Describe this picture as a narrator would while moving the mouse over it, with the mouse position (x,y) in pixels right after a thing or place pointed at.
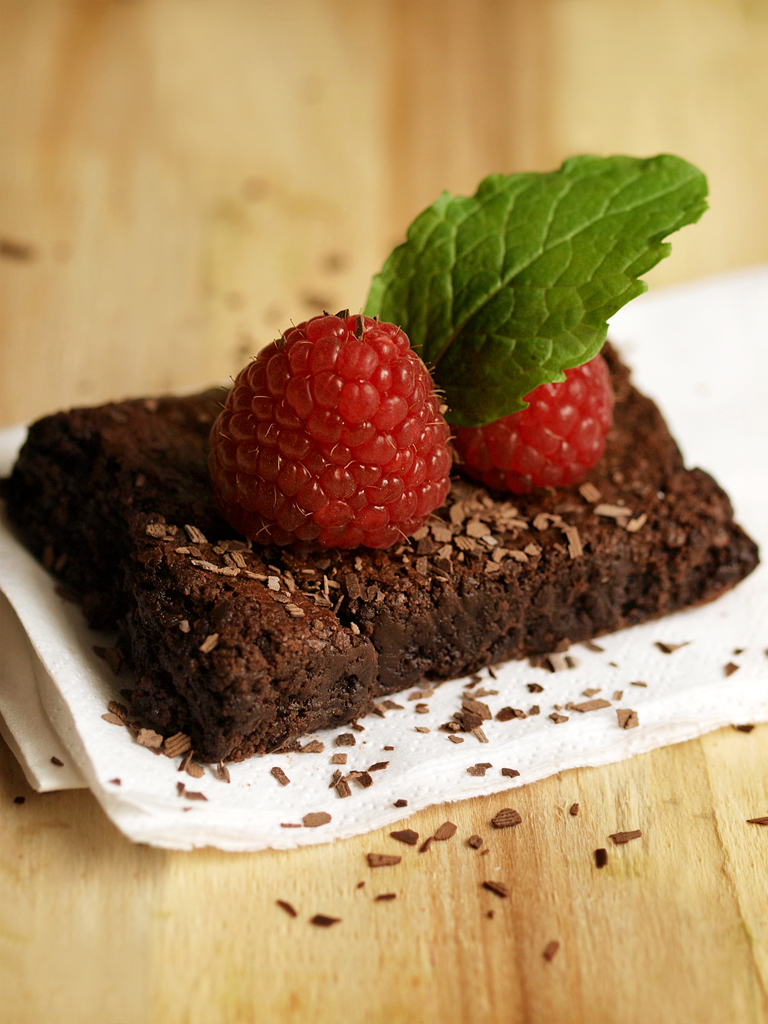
In this image there is a food item (393,584) on a table (420,108).
